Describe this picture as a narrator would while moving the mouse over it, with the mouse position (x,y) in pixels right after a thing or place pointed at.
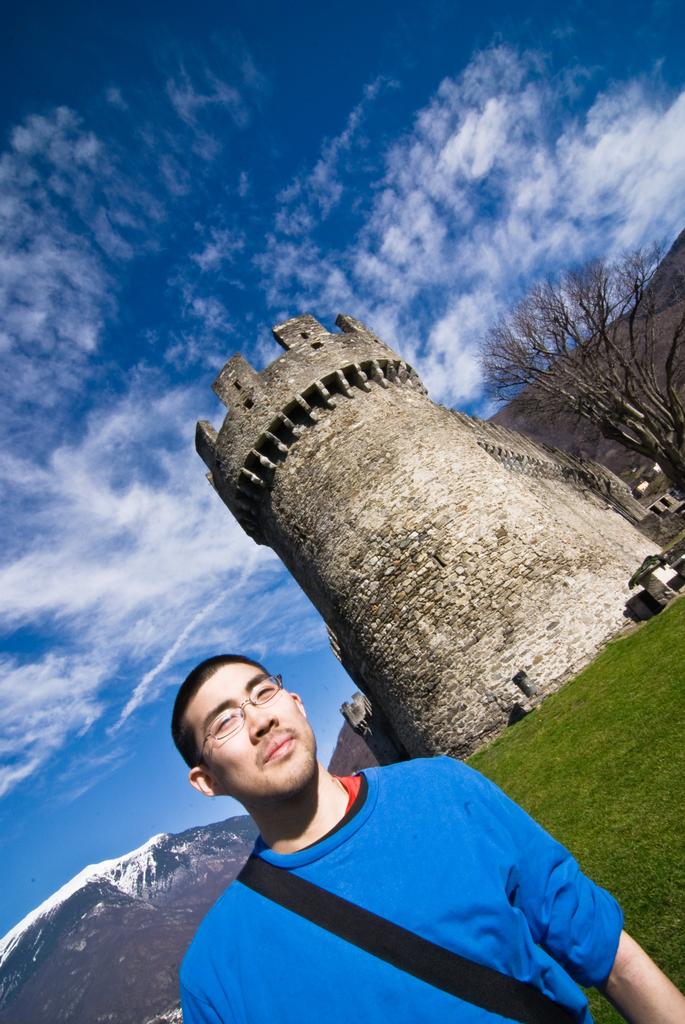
In the foreground of this image (344,933), there is a man (341,790) in blue T shirt (411,1009) and wearing a bag (376,936). In the background (564,529), there is a castle (620,600), grass (659,659), a tree (640,366), few mountains (684,285), sky (297,83) and the cloud (472,152).
